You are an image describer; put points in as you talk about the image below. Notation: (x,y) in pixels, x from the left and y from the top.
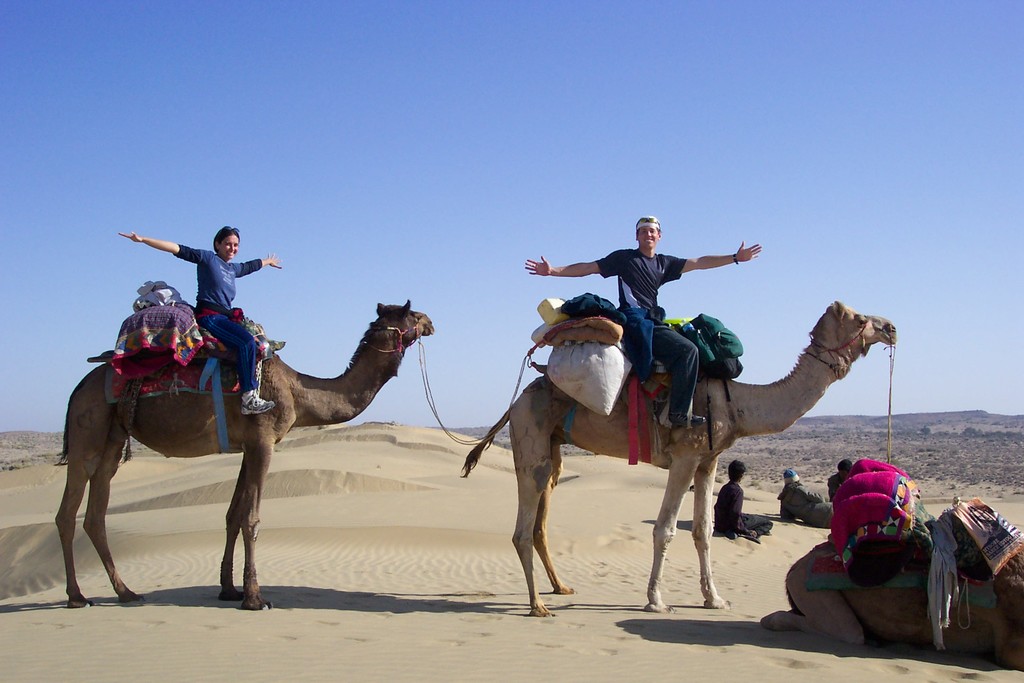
This picture is clicked outside. In the center (645,315) we can see the two persons (217,302) wearing t-shirts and sitting on the camels (701,400) and we can see the bags (580,357) and some items (581,350) are placed on the camels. In the right corner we can see a camel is sitting on the ground (930,652). In the background (759,524) we can see the three people (797,507) seems to be sitting on the ground (803,548) and we can see the sand (425,488) and some other items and the sky (481,192).
